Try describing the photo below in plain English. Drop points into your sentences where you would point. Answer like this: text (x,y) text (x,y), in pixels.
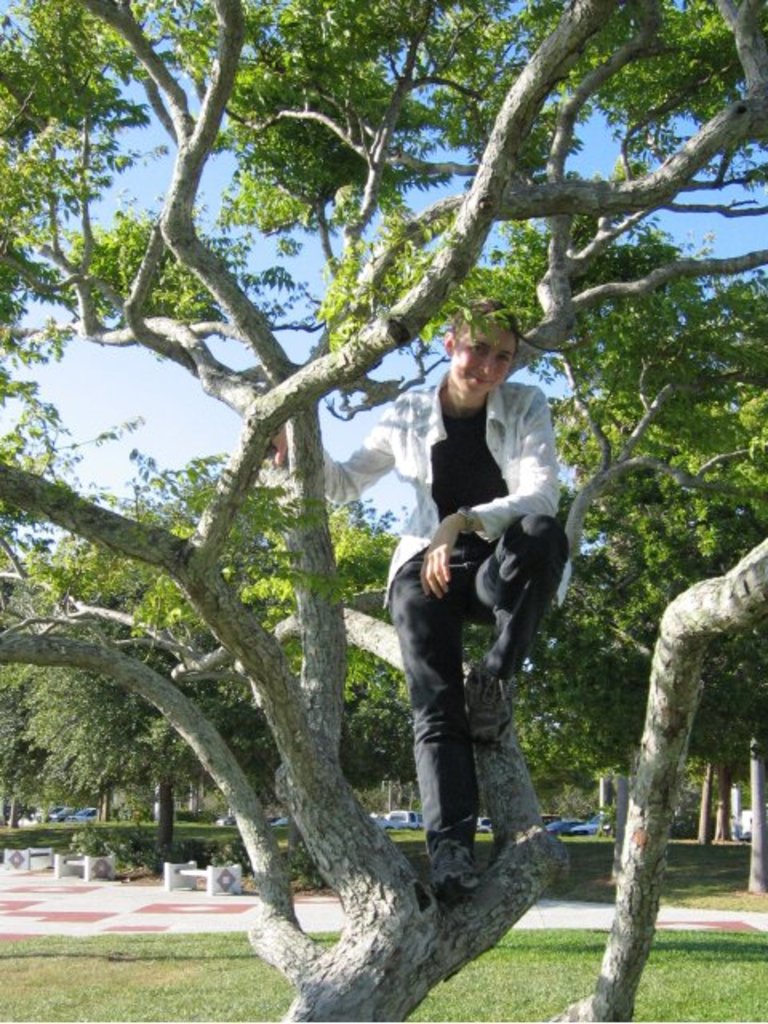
In this image I can see a person (488,459) wearing white and black colored dress (445,500) is on a tree (395,339) which is green and ash in color. In the background (212,889) I can see few benches (189,872), few trees (723,719), few vehicles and the sky (27,429).
